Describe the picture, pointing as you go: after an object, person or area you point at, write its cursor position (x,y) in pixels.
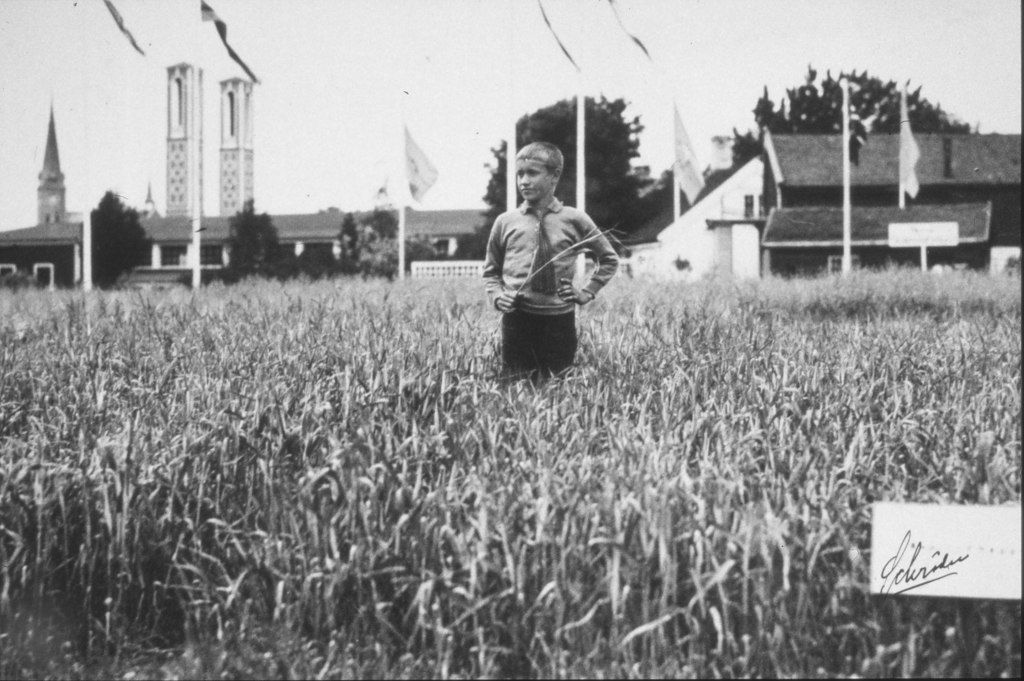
This is a black and white image. In the center of the image (559,312) there is a boy (554,182). At the bottom of the image (428,462) there are crops (540,462). In the background of the image (798,194) there are houses (2,241). There are trees (858,116). There are flags (699,191). At the top of the image (440,94) there is sky (536,74).
